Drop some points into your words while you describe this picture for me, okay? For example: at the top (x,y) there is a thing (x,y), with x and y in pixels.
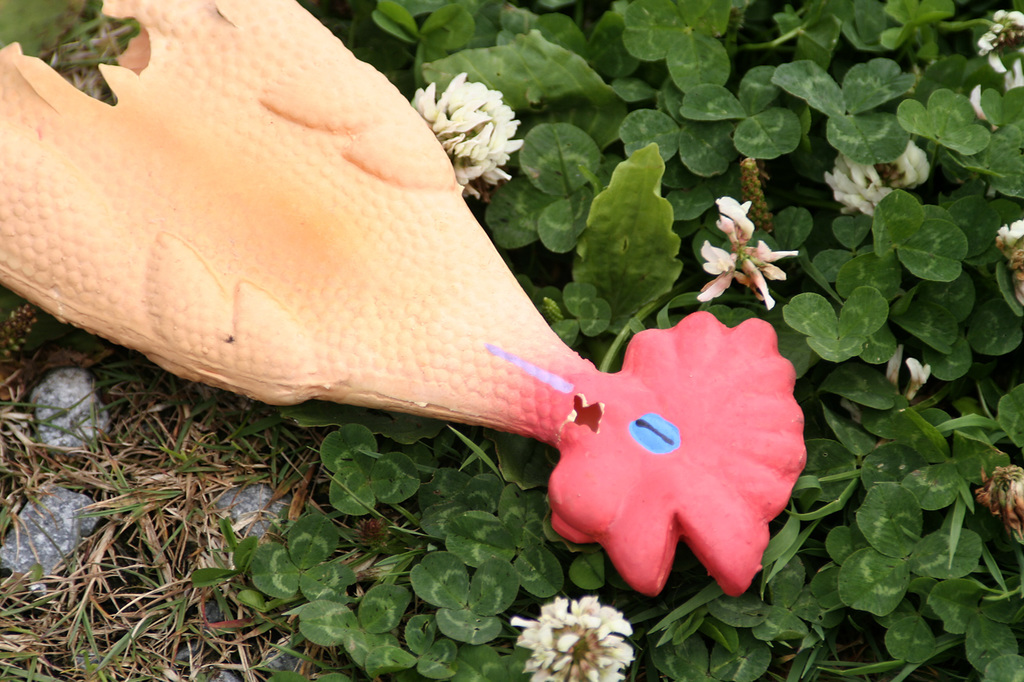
In this image in the center (365,296) there is one object (596,496) and at the bottom (474,555) there are some plants (495,62), flowers (991,502), grass (83,475) and stones (76,524).
